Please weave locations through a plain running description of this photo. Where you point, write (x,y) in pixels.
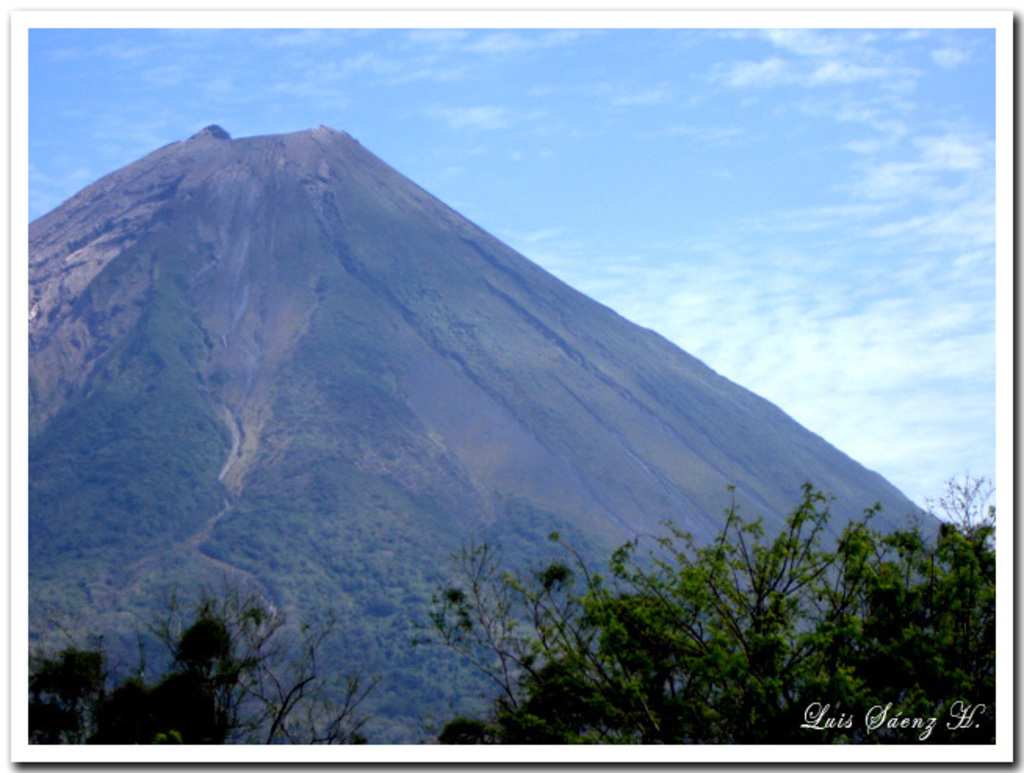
In the foreground of this image (835,690), on the bottom (583,687), there are trees (856,697). In the middle (507,427), there is a mountain (500,364). In the background (632,174), there is the sky (790,161) and the cloud (858,120).
